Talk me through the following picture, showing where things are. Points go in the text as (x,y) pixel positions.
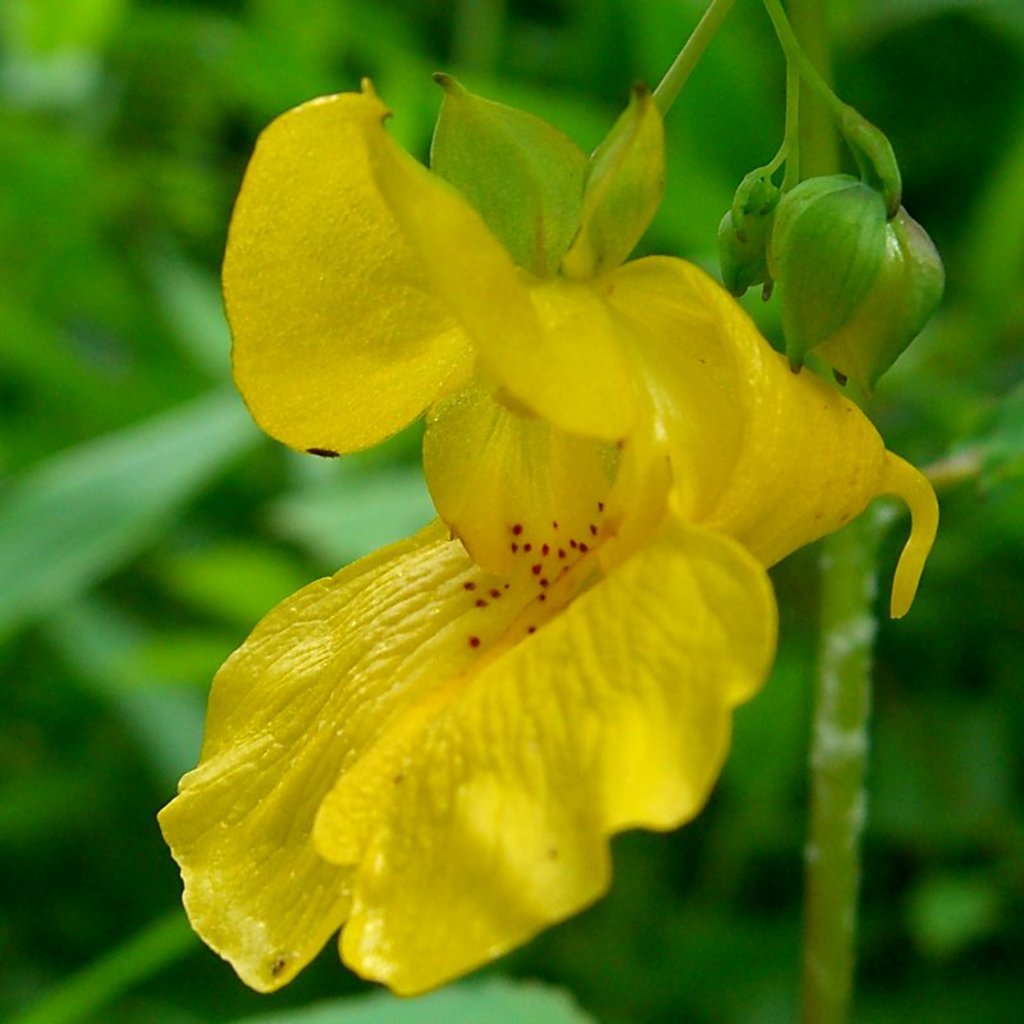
In this image I see a flower (394,240) over here which is of yellow in color and I see the buds (770,262) and I see the green leaves (88,268) in the background (859,831) and I can also see that it is blurred.
